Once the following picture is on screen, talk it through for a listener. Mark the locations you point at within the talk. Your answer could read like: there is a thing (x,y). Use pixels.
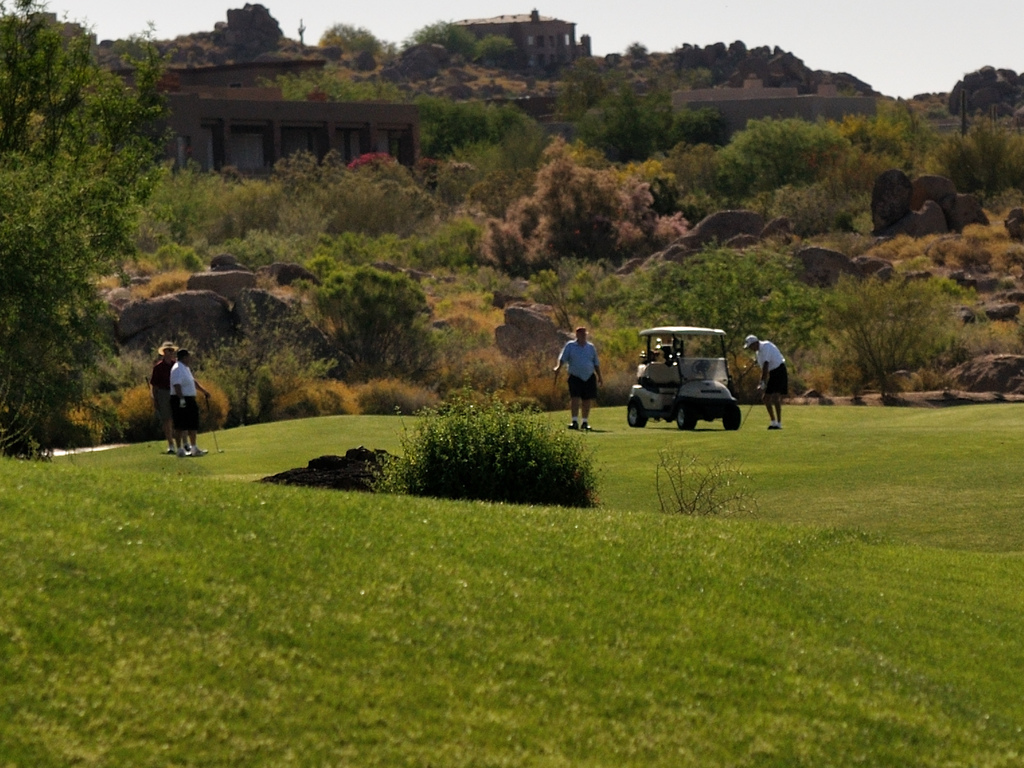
There is greenery (232,513) in the foreground (214,511), there are people (574,420) and a vehicle (633,415) on the grassland (585,434) in the center (646,383). There are trees (458,147), stones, building structure (400,151) and sky (661,29) in the background area (711,89).
